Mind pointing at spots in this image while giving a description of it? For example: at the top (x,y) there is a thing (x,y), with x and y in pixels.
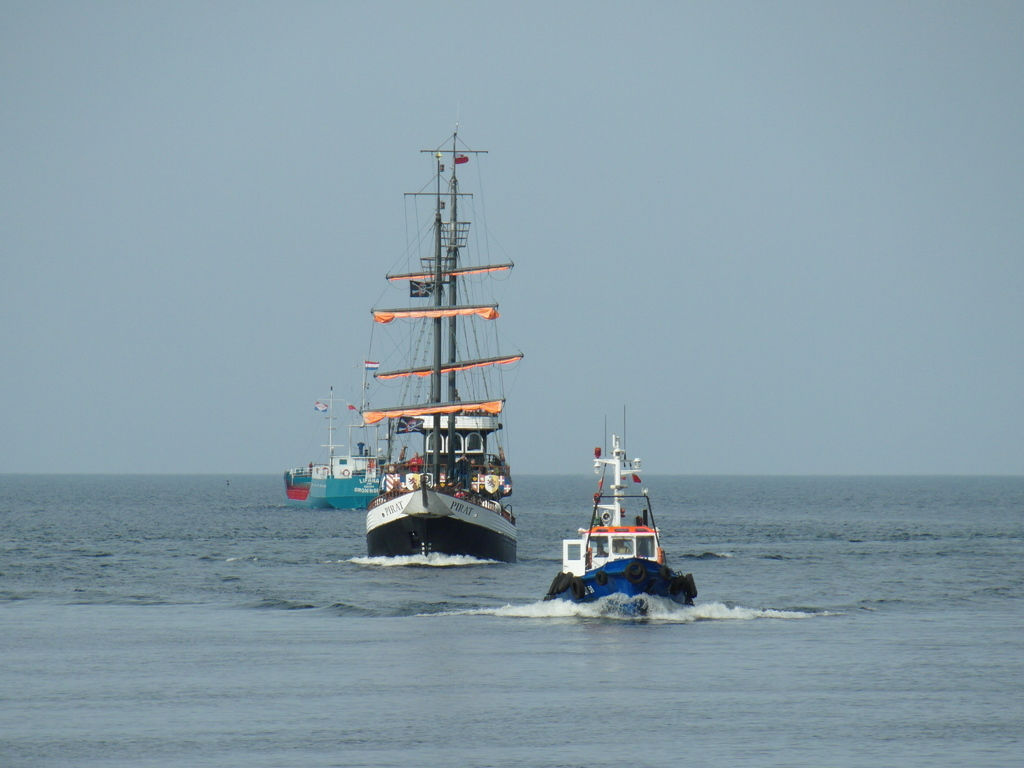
In this image, we can see a few ships (398,552) sailing on the water (566,734). We can also see the sky (822,304).
